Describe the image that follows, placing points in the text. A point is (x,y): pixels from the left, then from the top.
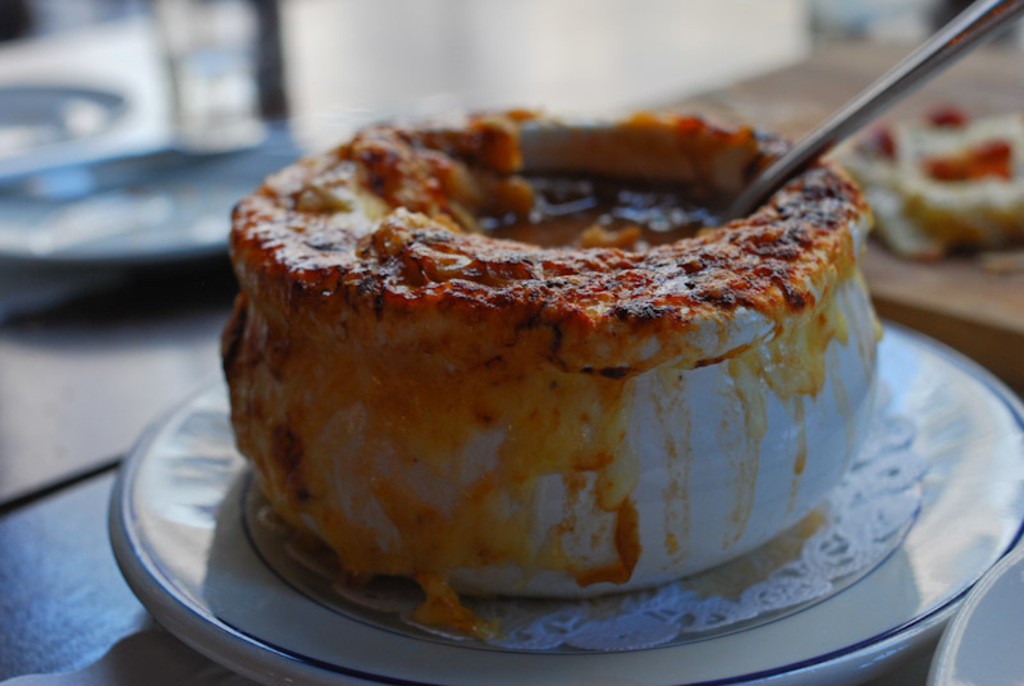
Here I can see a table (67,602) on which there is a plate (177,551). On the plate (304,659), I can see a food item (739,266) and a spoon (994,10). On the right side (959,294) there is another table (954,303) on which a food item (979,207) is placed. The background (237,38) is blurred.
